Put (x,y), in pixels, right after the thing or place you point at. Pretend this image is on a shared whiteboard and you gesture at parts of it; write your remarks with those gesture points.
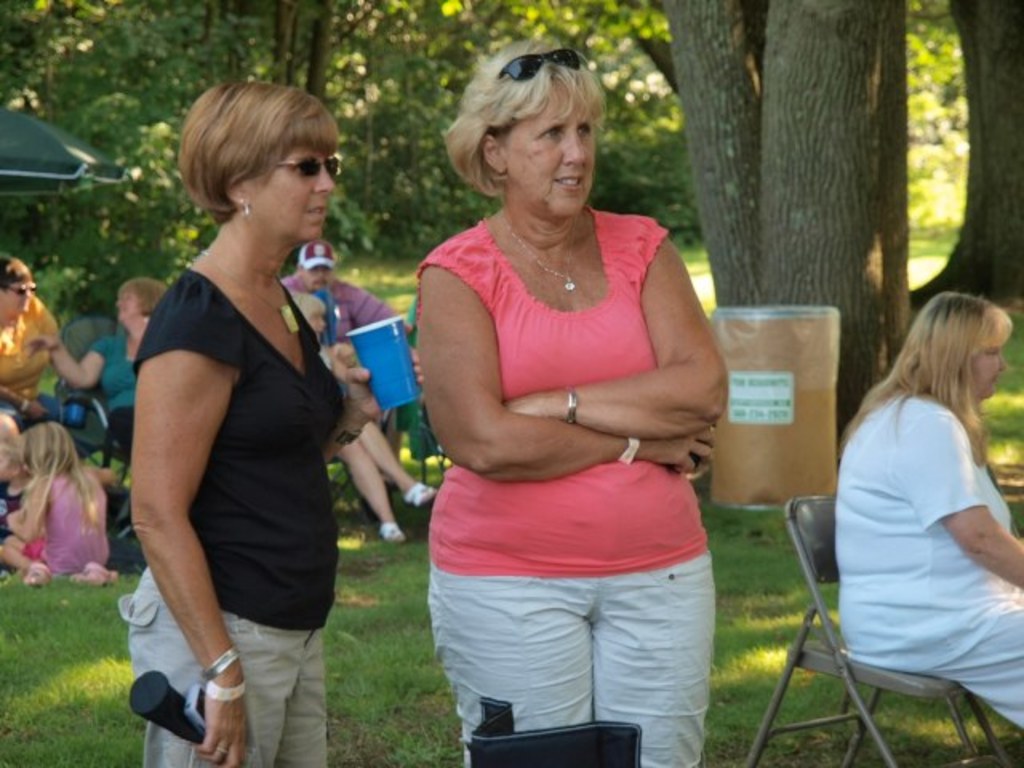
There are women (678,637) few standing and few sitting in garden (353,545). Behind them there is a dustbin (757,308) and trees (888,190).
